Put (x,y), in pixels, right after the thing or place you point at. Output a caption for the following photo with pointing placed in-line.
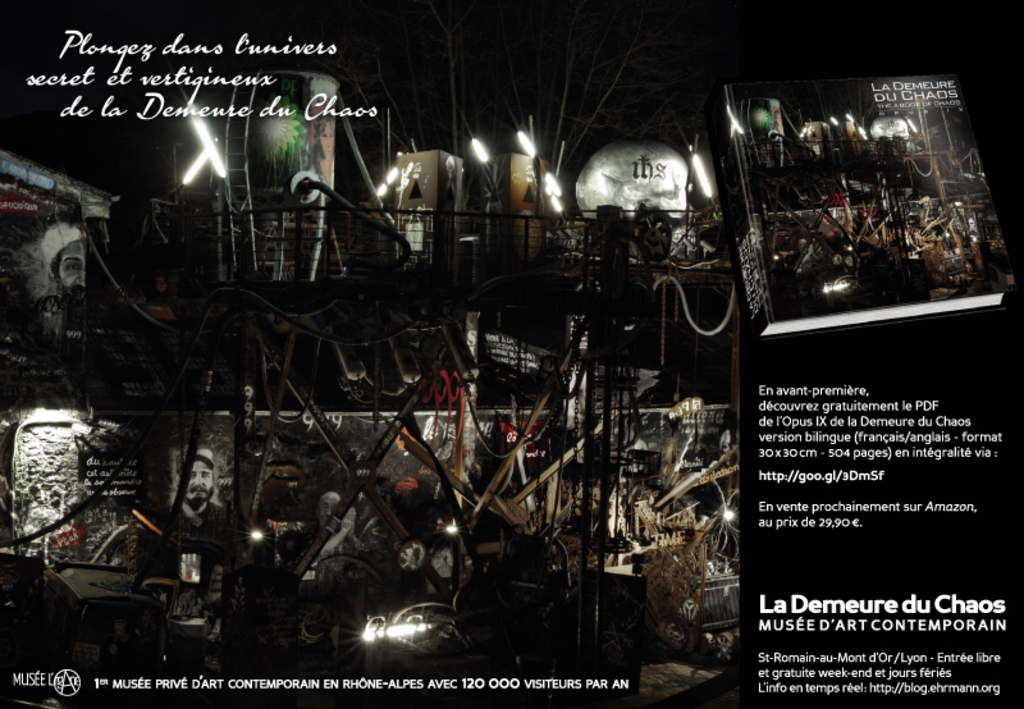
There is a poster (612,288). On which, there are two images (702,212). In the first image (605,501), there are posters (508,427) on the wall (67,447), there are persons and other objects (566,417). In the second image (803,284) is same as first image (169,63). There are texts (799,671) and a watermark (79,676). The background (991,56) is dark in color.
